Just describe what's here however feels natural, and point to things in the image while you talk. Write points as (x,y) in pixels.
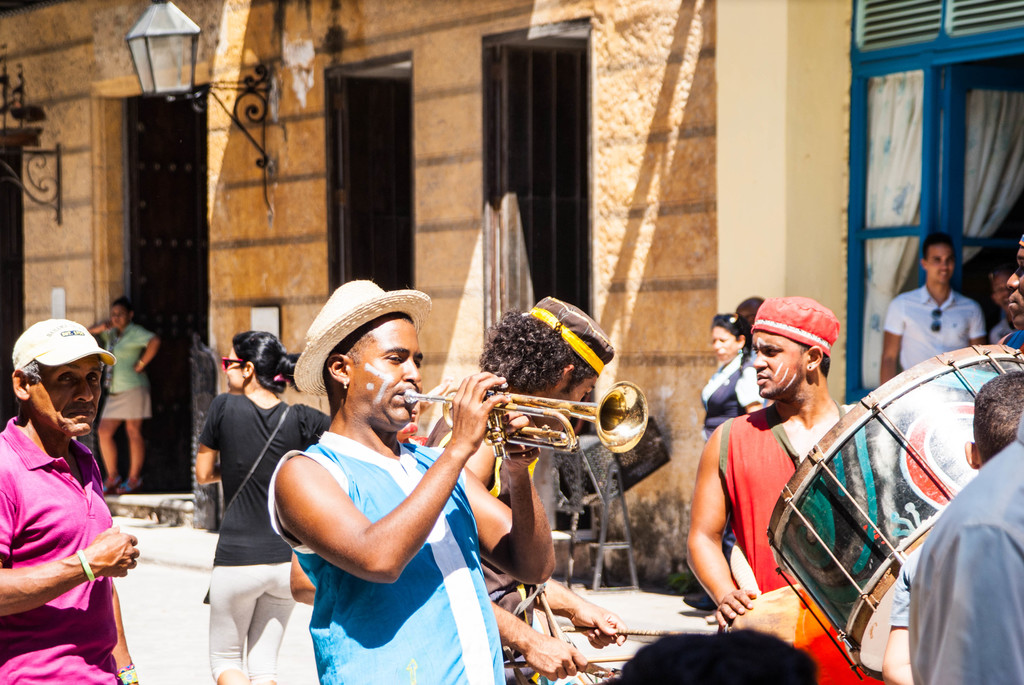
There are a four people (326,633) who are playing a musical band (377,657) on a road (691,616). As one is playing a trumpet (628,403) and one is playing a drum (794,625) with drumsticks (637,635). In the background (216,658) we can see a woman (265,684) walking and another who is standing on the top left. There is a two (961,338) who are standing on the top right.
